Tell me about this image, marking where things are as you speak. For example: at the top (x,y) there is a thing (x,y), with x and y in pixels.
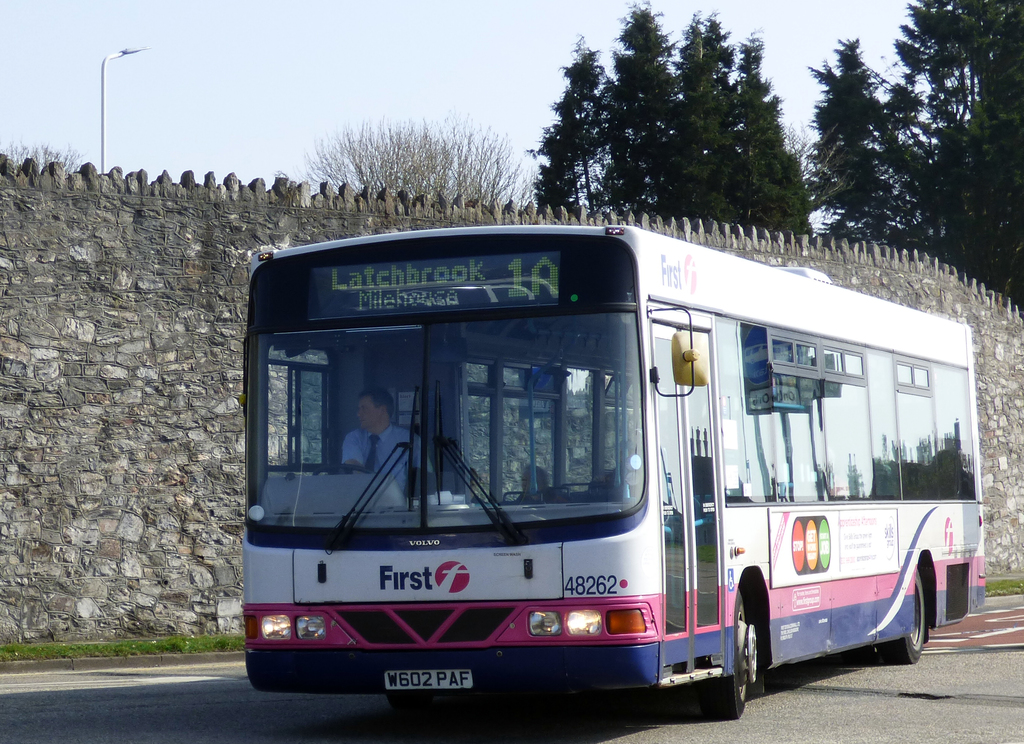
This is the picture of a bus (614,561) which is on the road (800,669) and it has a digital screen (355,317) and to the side there is a wall (85,416), pole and some trees (988,126).
